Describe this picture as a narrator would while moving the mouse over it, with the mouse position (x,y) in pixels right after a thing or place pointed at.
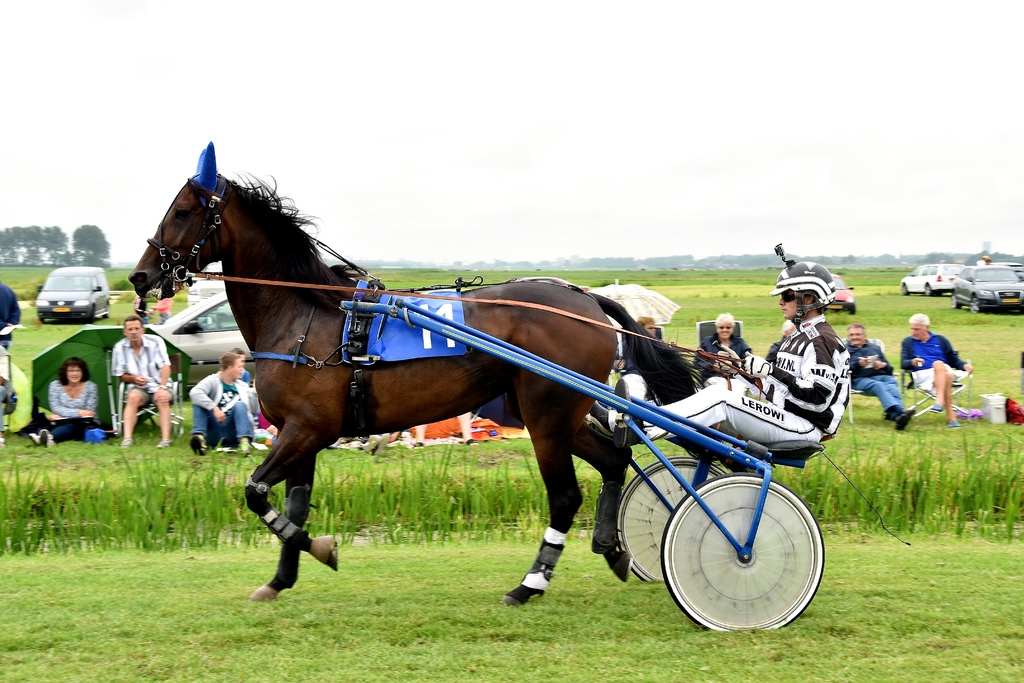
In this image I see a horse (520,326) and I see that this cart (709,513) is tied to horse (523,338) and I see a person (713,401) who is sitting on this cart (709,486) and I see the green grass (520,506). In the background (78,372) I see number of people (139,349) who are sitting and I see few cars (72,275) and I see the trees (58,229) and I see the sky (393,56).
